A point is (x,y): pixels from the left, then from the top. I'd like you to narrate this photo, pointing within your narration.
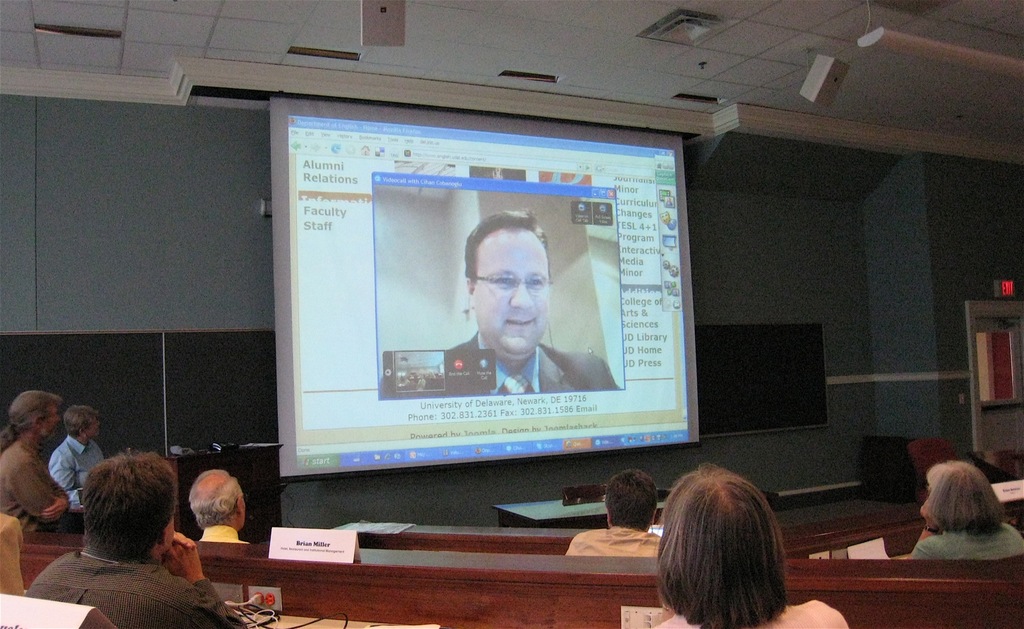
This picture shows few people (39,498) seated and we see name boards (321,554) on the tables (314,571) and we see a projector screen (463,152) and we display of video call (386,276) on it and some text (645,204) and we see a table (517,507) and a board (704,384) on the back (808,361) and we see speakers (835,84) and lights (987,66) to the ceiling (281,47).
